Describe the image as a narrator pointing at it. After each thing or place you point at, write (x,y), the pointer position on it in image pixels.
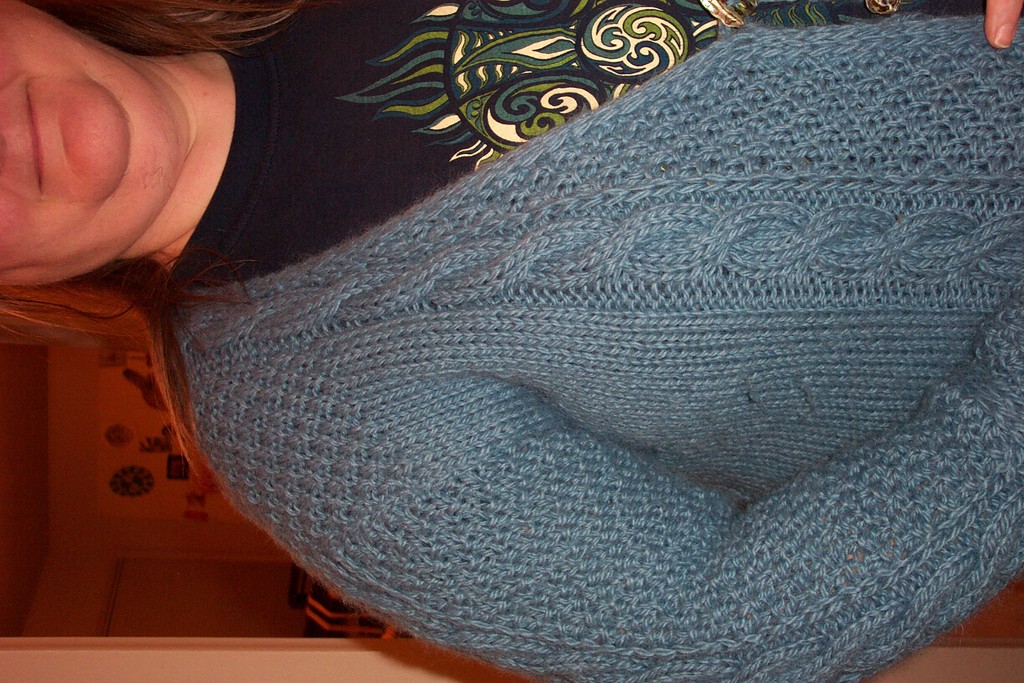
It is an inverted image, there is a woman (512,240) and she is wearing a blue sweater (688,282) and only half part of the woman (607,58) is visible and behind the woman (388,602) there is a room (147,633).
